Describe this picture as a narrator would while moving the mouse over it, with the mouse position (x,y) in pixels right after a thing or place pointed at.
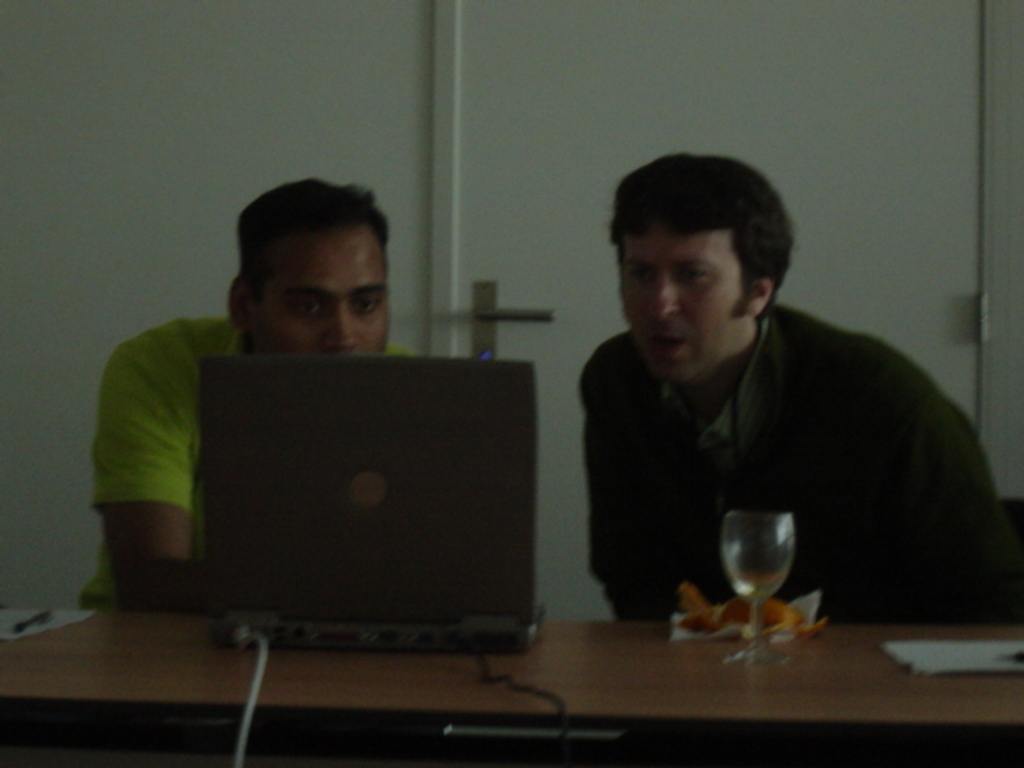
In this image there are 2 persons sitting in a chair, and there is a laptop (489,550), glass (745,594), tissue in a table (162,655), there is a door (458,179).
